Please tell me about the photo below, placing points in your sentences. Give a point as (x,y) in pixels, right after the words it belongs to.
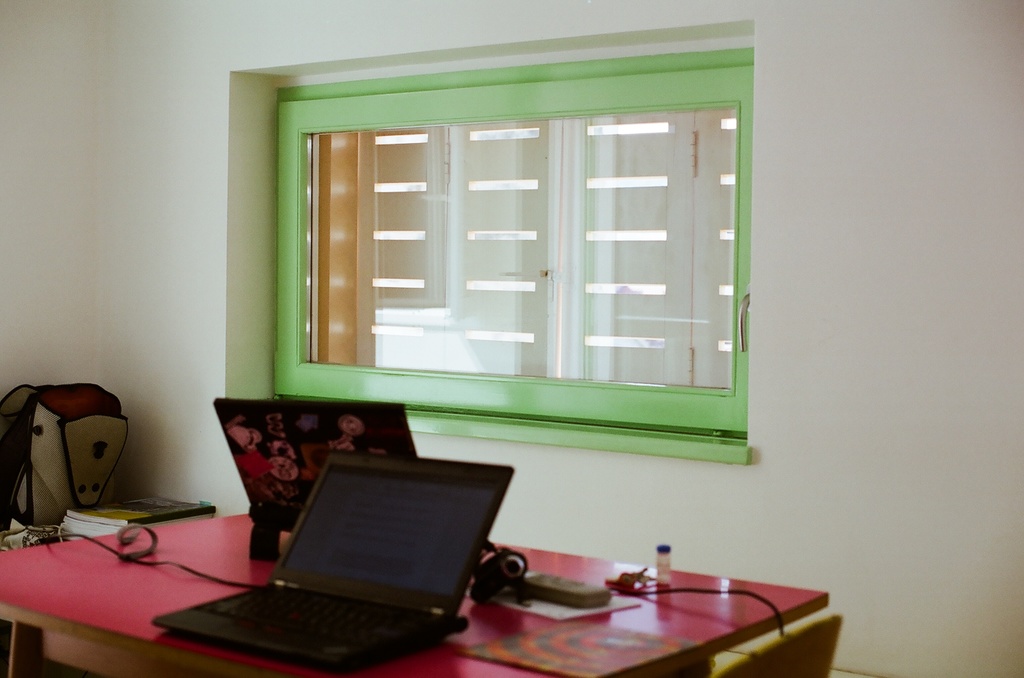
This is the picture taken in a room (504,546), this is a table (551,551) on the table (476,667) there are laptops (338,571), camera (482,583) and some items (563,598). To the left side of the table (105,585) there are books (95,512) and a bag (76,466). Behind the table (270,561) there are glass window (493,252) and a wall (873,316).
